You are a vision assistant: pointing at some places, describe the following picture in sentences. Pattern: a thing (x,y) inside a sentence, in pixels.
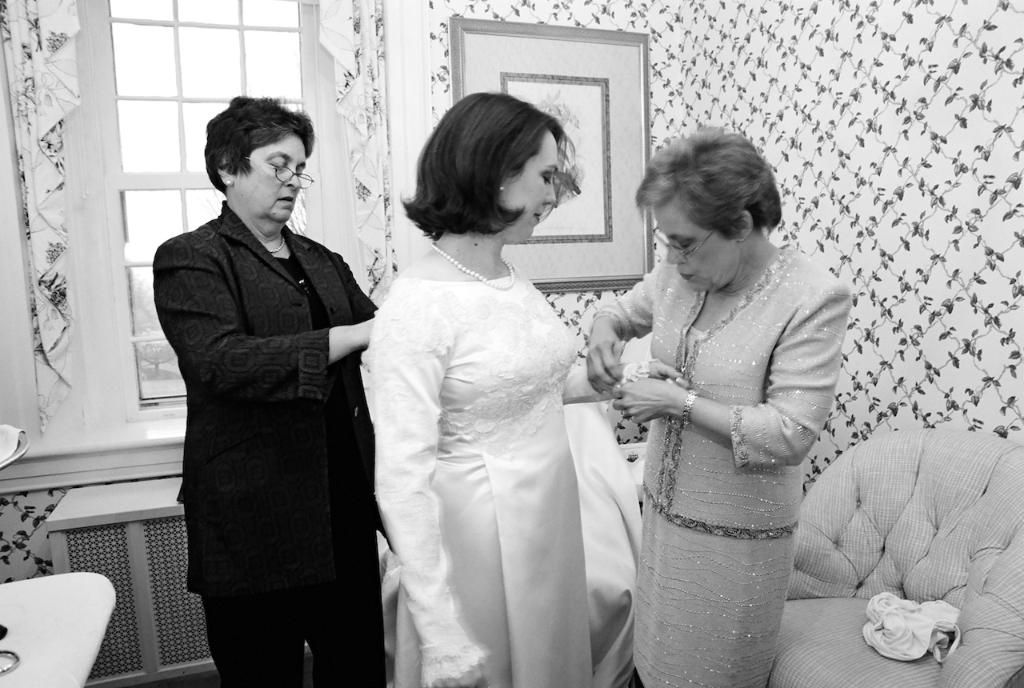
This is a black and white image. This picture is taken in the room (642,474). In this image, in the middle (364,325), we can see three people (452,342) are standing. On the right side (964,672), we can see a couch (999,510), on the couch (990,545), we can see a cloth (881,642). In the left corner (40,682), we can see one edge (58,672) of a table (58,672). On the table (95,648), we can see some objects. In the background (40,466), we can see some clothes (525,493), window (108,333), curtains (58,191) and a photo frame (613,44) which is attached to a wall (759,73).
